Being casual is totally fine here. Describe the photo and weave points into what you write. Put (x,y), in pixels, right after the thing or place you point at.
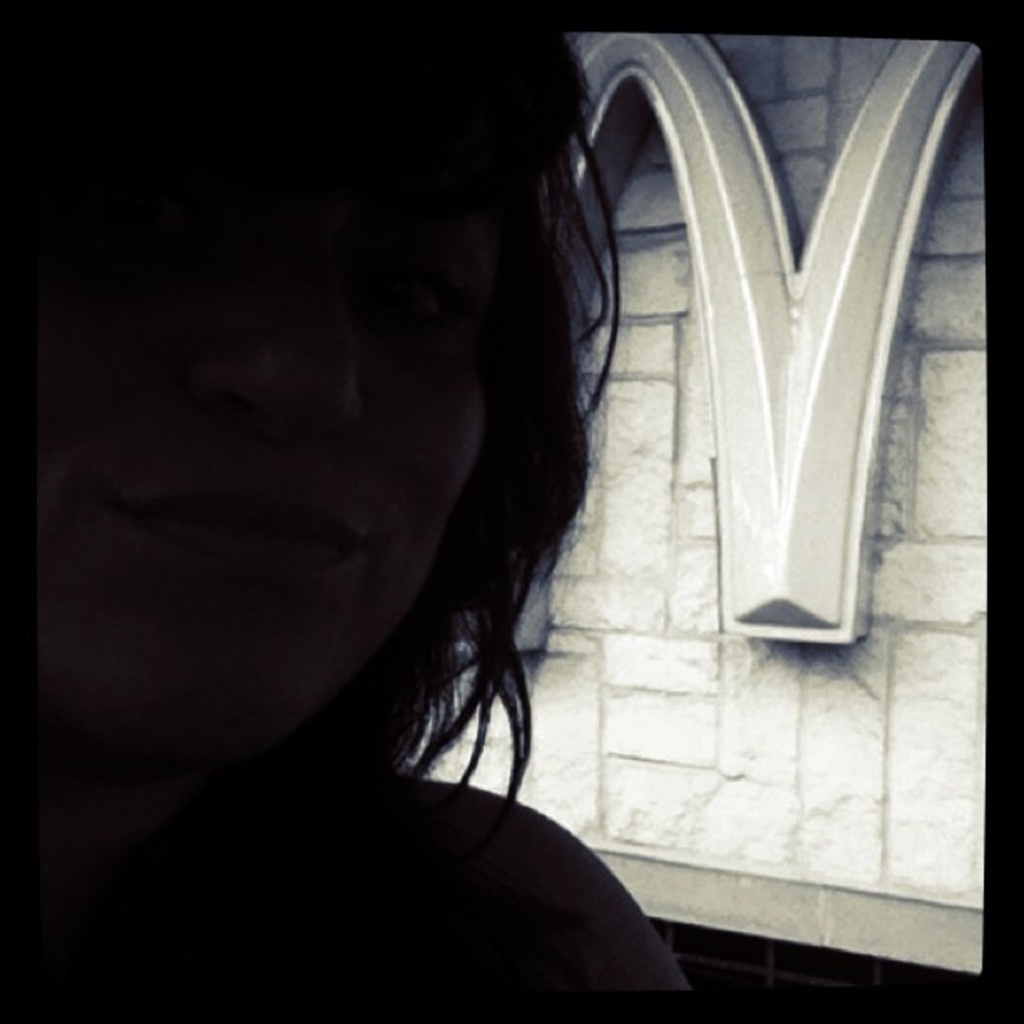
In this image we can see a person's face (265,455) and a wall (804,781) with design (797,458) in the background (779,636).
